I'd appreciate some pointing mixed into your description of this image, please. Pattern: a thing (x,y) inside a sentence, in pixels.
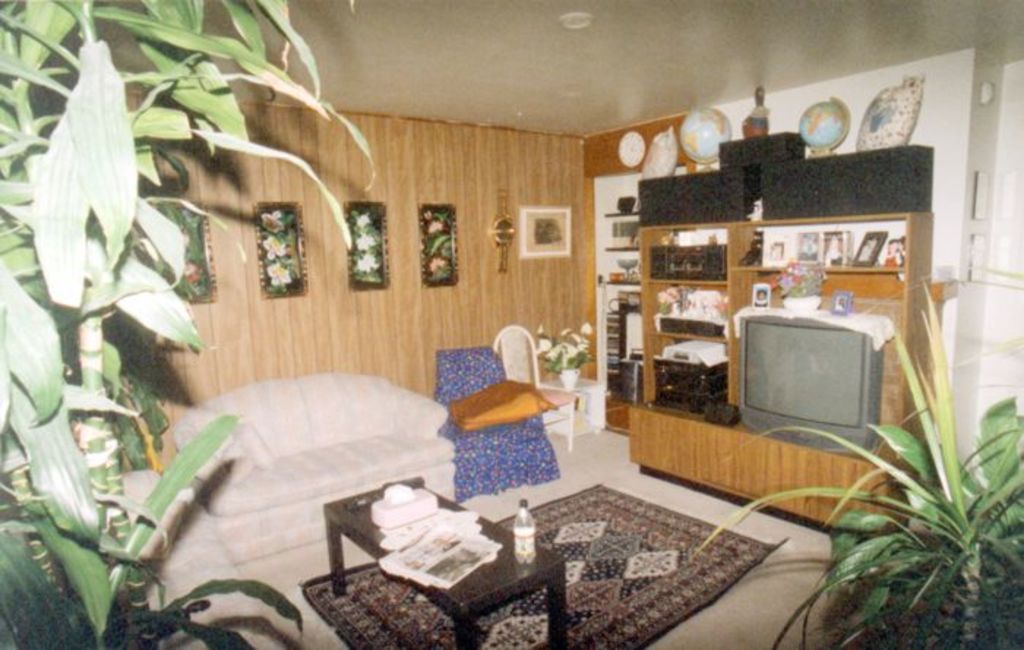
This image is taken from inside. In this image we can see there is a sofa set (332,468), in front of the sofa (339,474) there is a table (504,567) with some stuff (426,531) on it. On the right side of the image (718,232) there are cupboards (669,429) with some objects (746,320) in it. In the background (529,227) there are few frames (212,286) and a clock (492,227) are hanging on the wall (543,314), beside the sofa (385,458) there are chairs (553,411) and a flower pot (572,379). On the right (952,514) and left side of the image (36,430) there are plants (977,529). At the top of the image (637,79) there is a ceiling (641,86).
